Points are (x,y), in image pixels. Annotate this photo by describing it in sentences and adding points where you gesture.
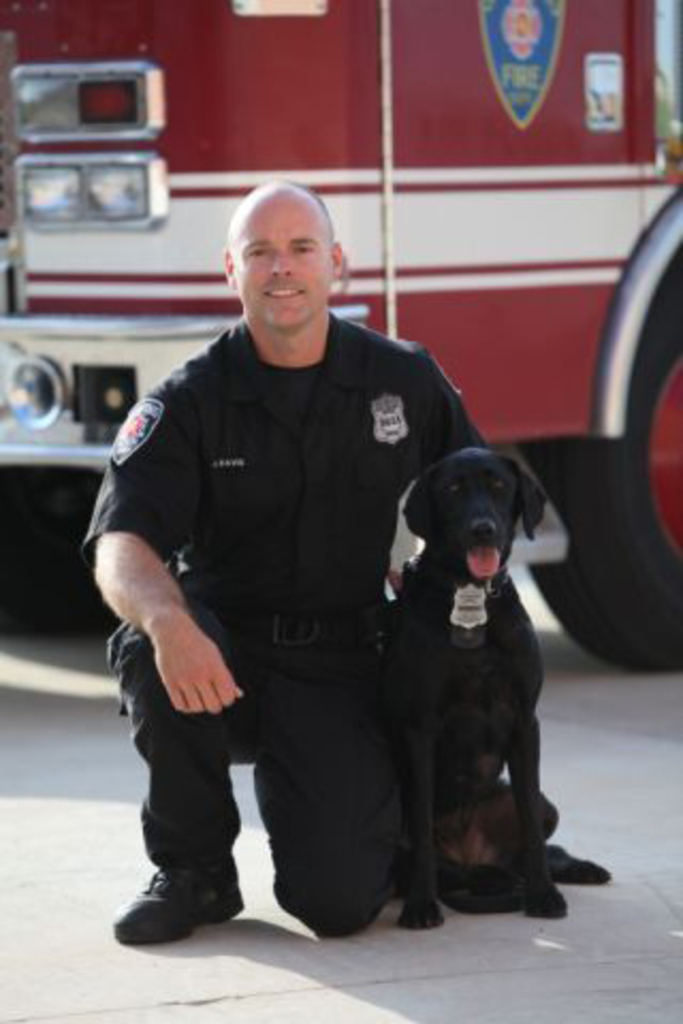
This picture is clicked outside the city. Man (143,455) in black shirt (263,490) is smiling. Beside him, we see a black dog (486,714) sitting next to him. Behind the man (268,483), we see a vehicle (460,163) which is in red and white color.
